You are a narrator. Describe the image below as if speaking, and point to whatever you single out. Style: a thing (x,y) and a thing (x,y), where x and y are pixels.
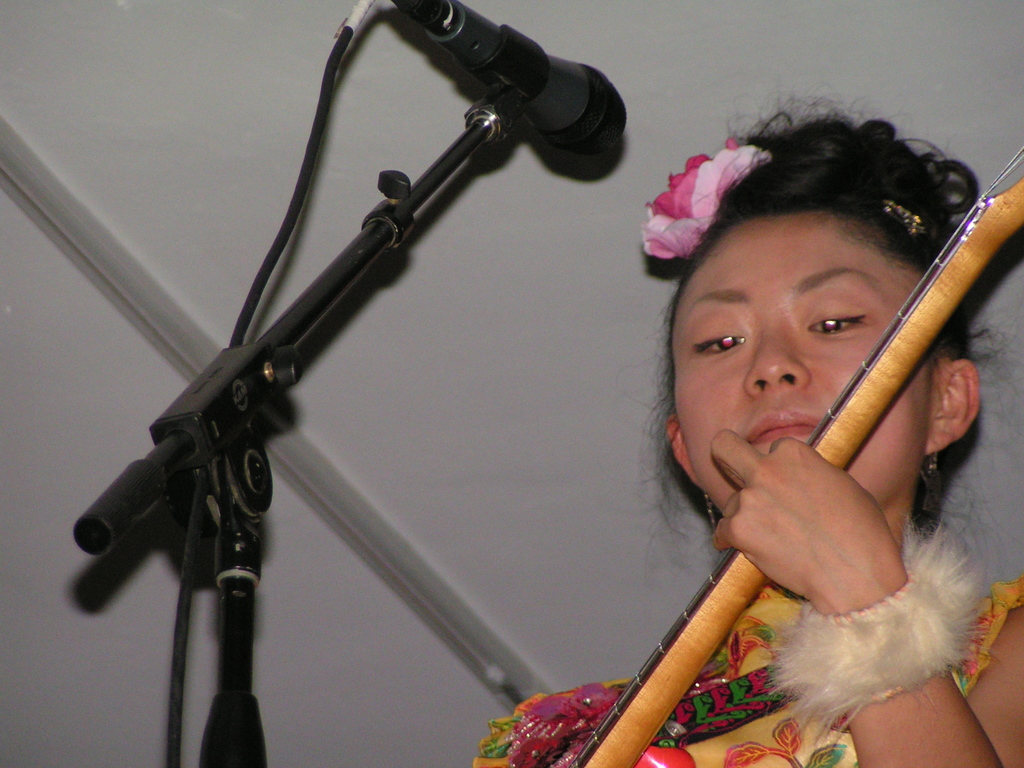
In the picture here is a woman (764,571), she is holding some object (946,309) with her hand (847,559) and there is a mic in front of the woman (816,400).
